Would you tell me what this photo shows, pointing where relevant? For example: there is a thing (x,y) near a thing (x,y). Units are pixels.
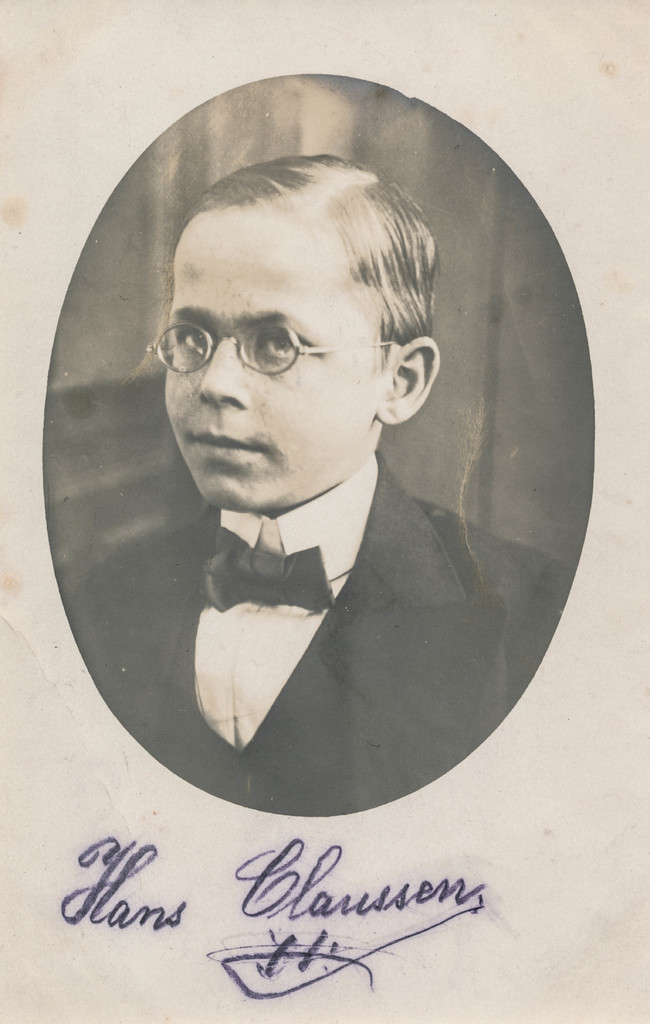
In the picture we can see a paper (228,867) with a photograph (530,256) on it of a boy (187,412) with blazer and tie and under the photo (572,483) we can see a signature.
